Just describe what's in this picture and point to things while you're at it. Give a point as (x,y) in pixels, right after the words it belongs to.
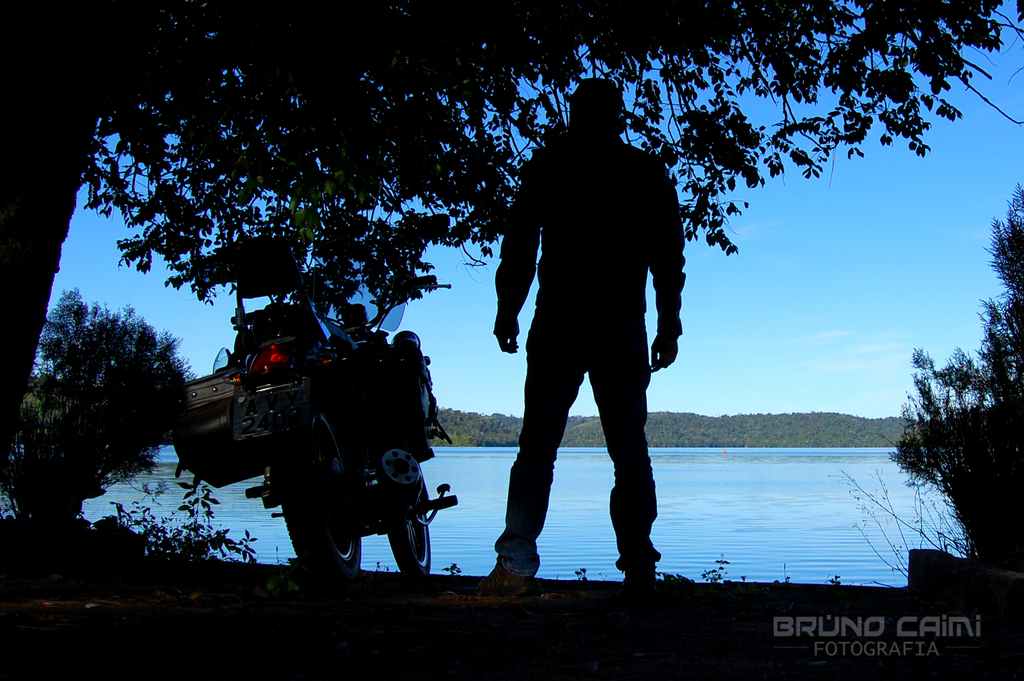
In this picture there is a man (596,367) who is standing near to the bike (325,395). In front of him I can see the water flow (657,496). In the background (454,418) I can see the mountain (685,426), trees (672,433), plants (1001,467) and grass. On the right (870,243) I can see the sky (870,243) and clouds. In the bottom right corner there is a watermark (790,634).
